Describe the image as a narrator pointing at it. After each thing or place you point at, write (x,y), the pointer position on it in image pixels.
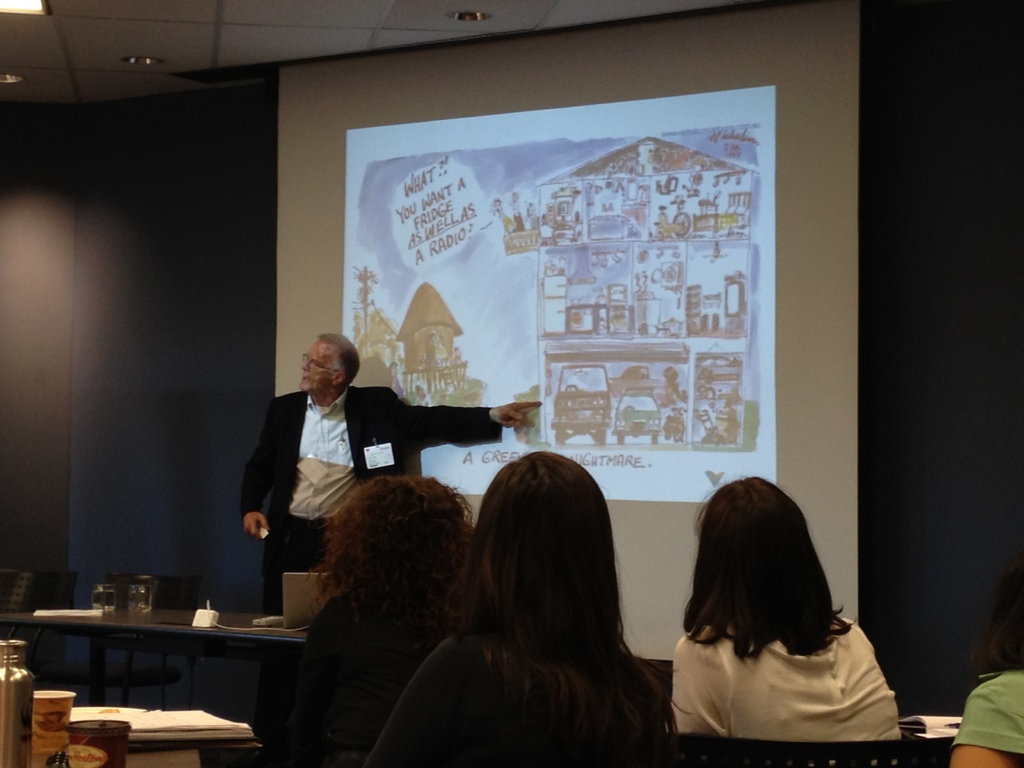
This picture is clicked in a conference hall (139,419). In the middle of the picture (364,397), we see man (288,457) in white shirt (302,454) and black blazer (285,459) is pointing towards the vehicle (571,423) which is displayed on the screen (623,270). Behind that, we see white wall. In front of the picture, we see three women (761,599) sitting on chair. On the left bottom of the picture (16,671), we see a table (146,759) on which water bottle (16,754), glass (54,712) and book (167,732) are placed.
